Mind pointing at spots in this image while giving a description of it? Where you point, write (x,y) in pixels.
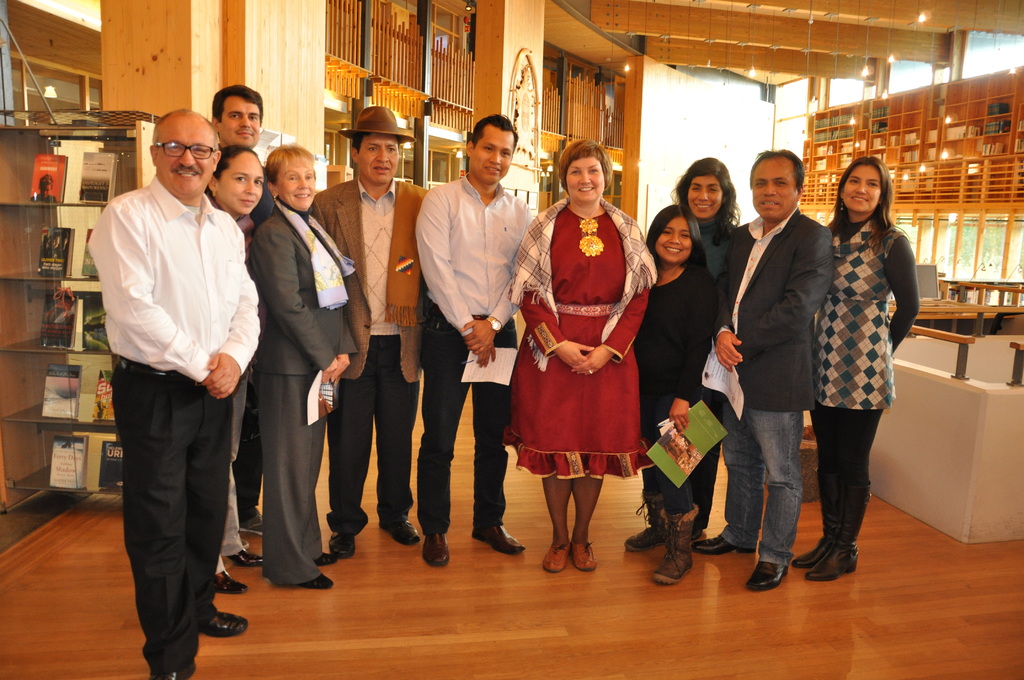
In the image we can see there are people (379,326) standing, wearing clothes (518,363), shoes (653,504) and they are smiling. Some of them are holding an object (697,409) in their hand (328,368). Here we can see a wooden surface (673,619), fence (402,58), shelf (33,301), books (54,239) on the shelf (33,221) and wooden furniture (854,108).
